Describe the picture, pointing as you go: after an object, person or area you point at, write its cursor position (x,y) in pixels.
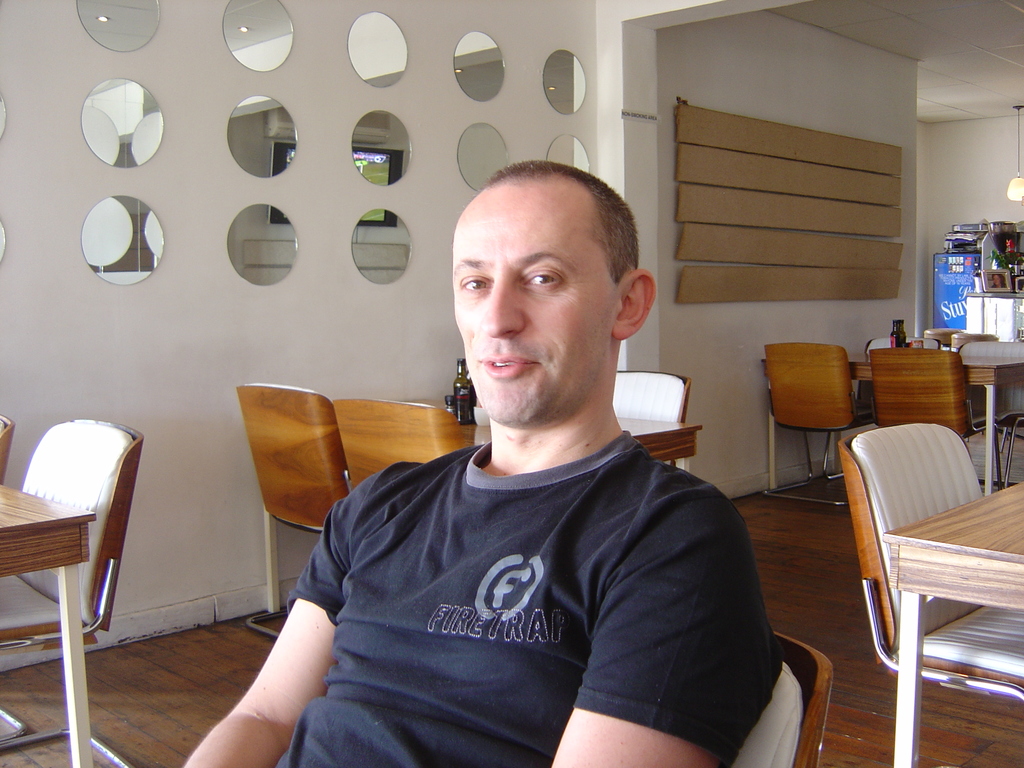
in the center (419,490) we can see one person (506,579) is sitting. And coming to the background (932,484) we can see the tables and chairs (921,489). On the table (855,371) few objects (914,344).
